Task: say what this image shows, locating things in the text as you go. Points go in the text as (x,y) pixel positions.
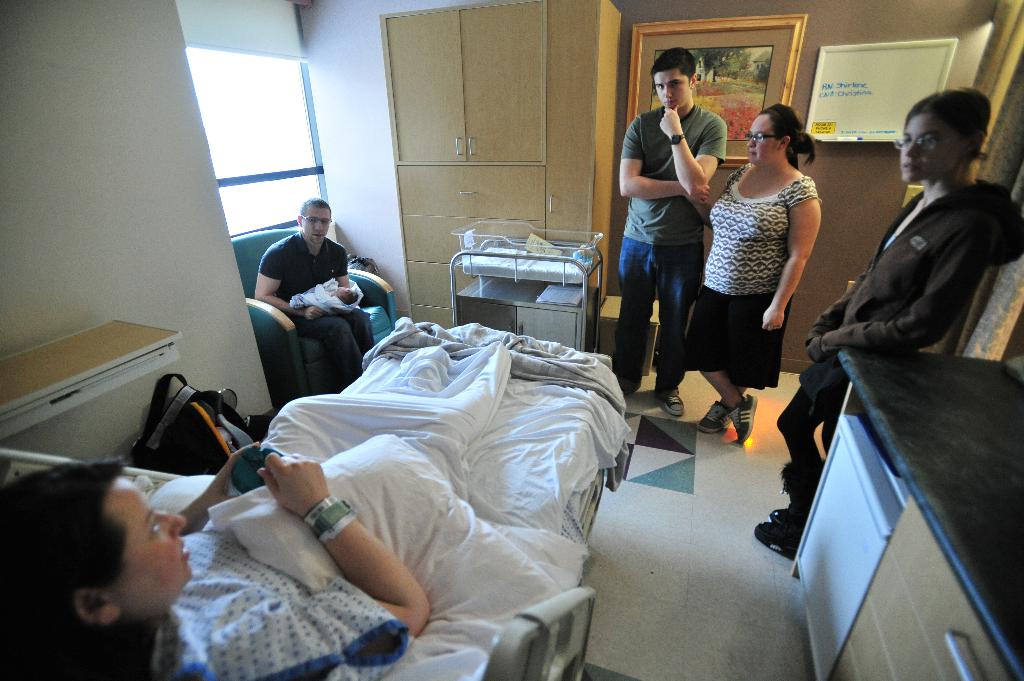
In the image there is a person (342,522) on the bed (499,436). Beside the person (212,483) there is a bag (181,403). On the left side of the image (293,237) there is a man (338,271) sitting on the sofa chair (291,329) and holding a baby (342,307) in his hand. Behind the sofa chair (364,282) there is a glass window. On the right side of the image (910,539) there is a table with cupboard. Beside the table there are three people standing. Behind them there is a wall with frames (798,40). And also there is a table (520,314) with a box (592,242) and also there are doors (506,309). Behind the table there is a cupboard (451,236) with doors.
